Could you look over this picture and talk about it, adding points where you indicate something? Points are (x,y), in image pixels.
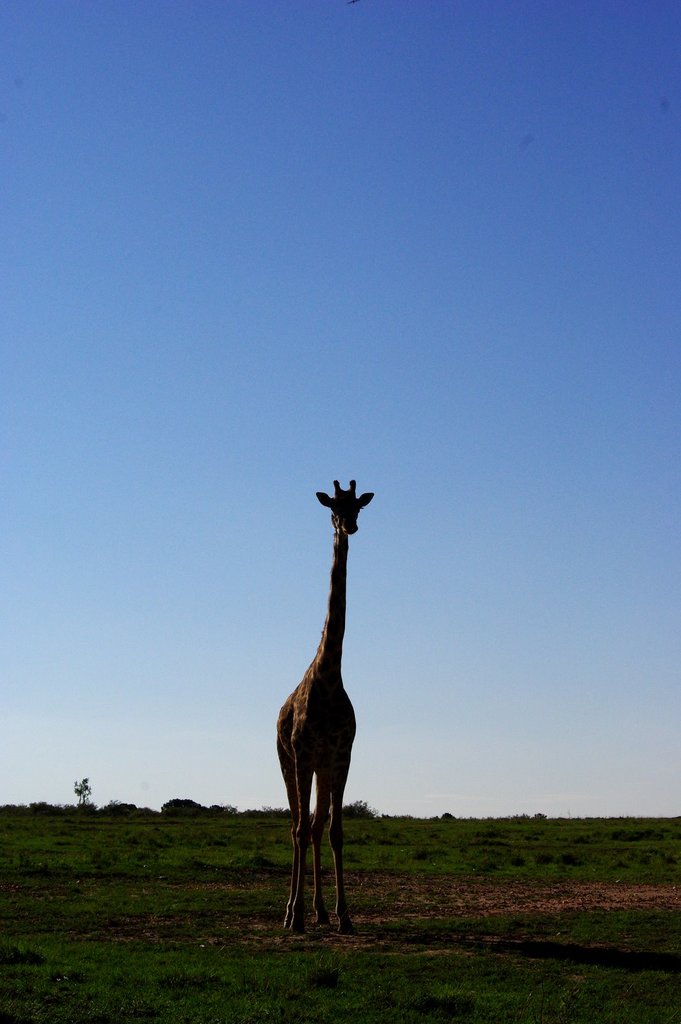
In this image I can see a giraffe (312,723) is standing on the ground (353,848). Here I can see the grass (233,948) and trees (85,813). In the background (300,439) I can see the sky (305,446).
